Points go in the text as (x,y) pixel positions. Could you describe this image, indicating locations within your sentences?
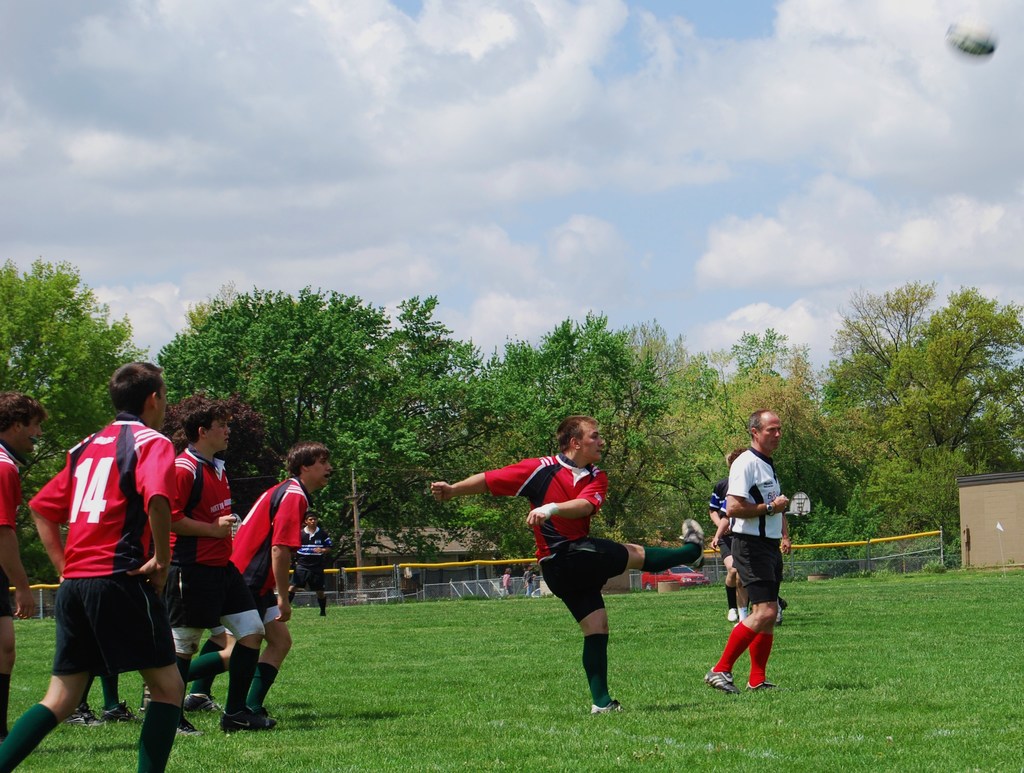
To the left corner of the image (157,488) there are few men (260,510) standing with the red t-shirt (127,542) and black short (229,573) is standing on the ground (406,645). And in the middle of the image (549,506) there is a man (529,476) with red t-shirt (533,491) and black short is standing. In front of him there is a man (756,524) with white t-shirt (754,466) and black short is standing on the ground (574,677). Behind him in the background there is a fencing (444,586) and also there are many trees (678,533). To the top of the image (552,79) there is a sky (432,102).
